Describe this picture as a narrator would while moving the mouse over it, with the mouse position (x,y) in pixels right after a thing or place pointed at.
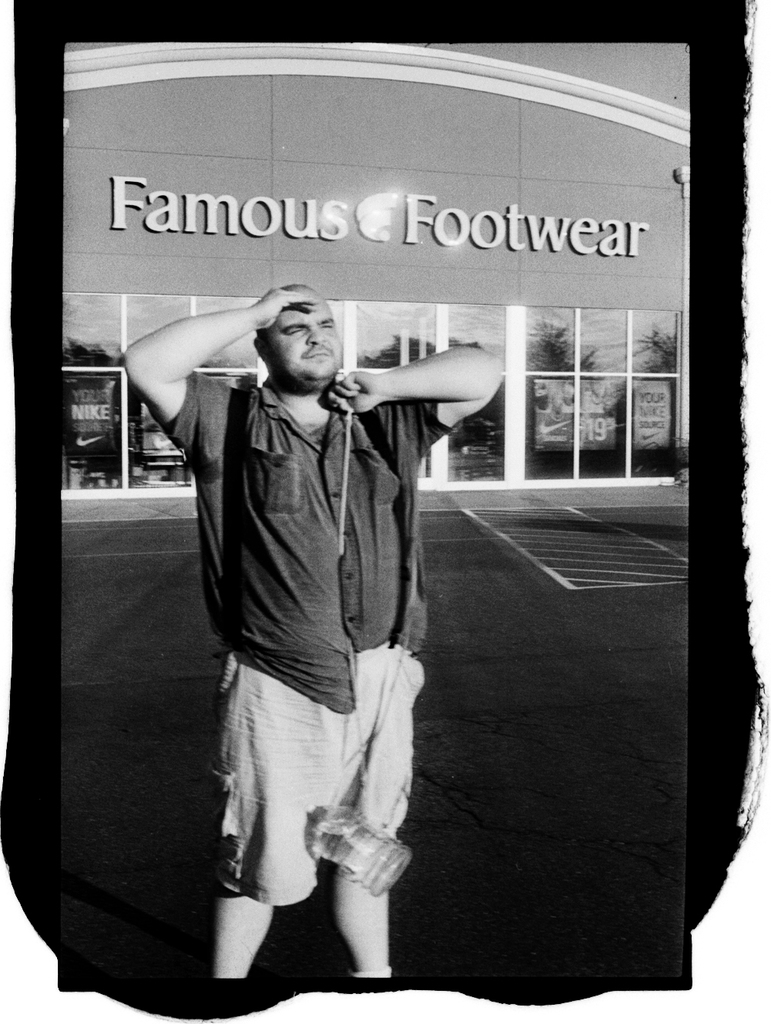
This is a black and white image. Here I can see a man (257,664) wearing shirt (314,672), short (318,760) and standing on the road (548,852). In the background (544,240), I can see a building (323,259).
